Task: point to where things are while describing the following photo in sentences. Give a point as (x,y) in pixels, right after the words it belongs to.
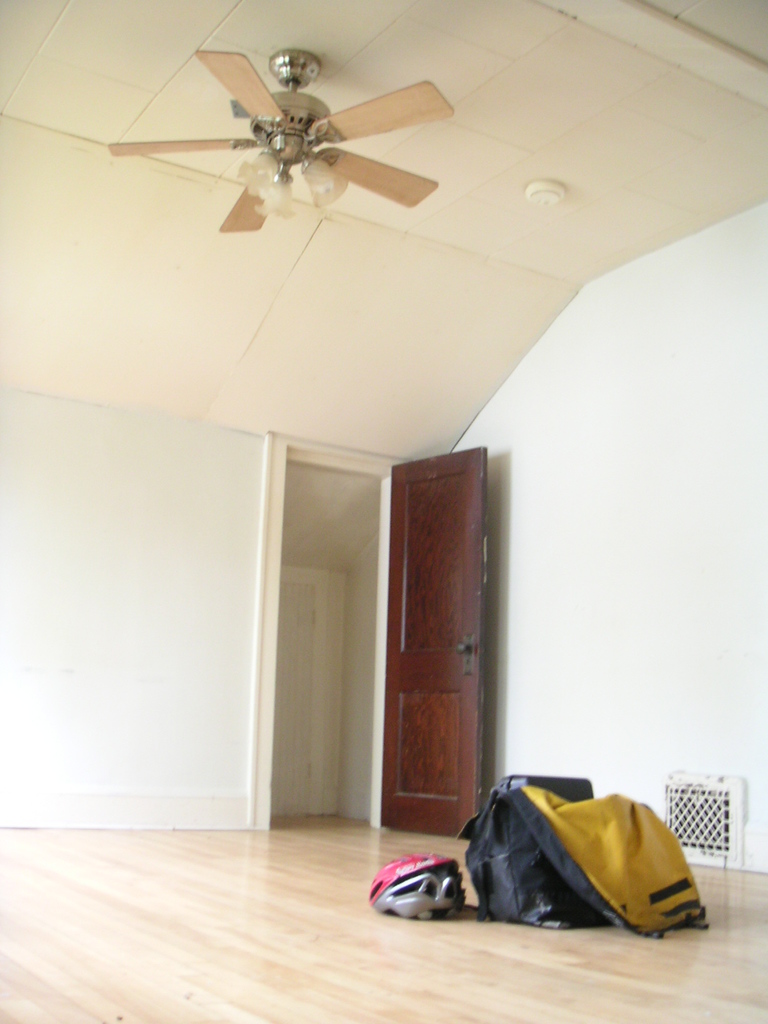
In this image in the center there is a bag (546,853) and there is a pink colour helmet (457,869) on the floor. In the background (396,589) there is a door (413,596), on the top (293,156) there is a fan (298,88) and there is a wall (187,602) which is white in colour.
